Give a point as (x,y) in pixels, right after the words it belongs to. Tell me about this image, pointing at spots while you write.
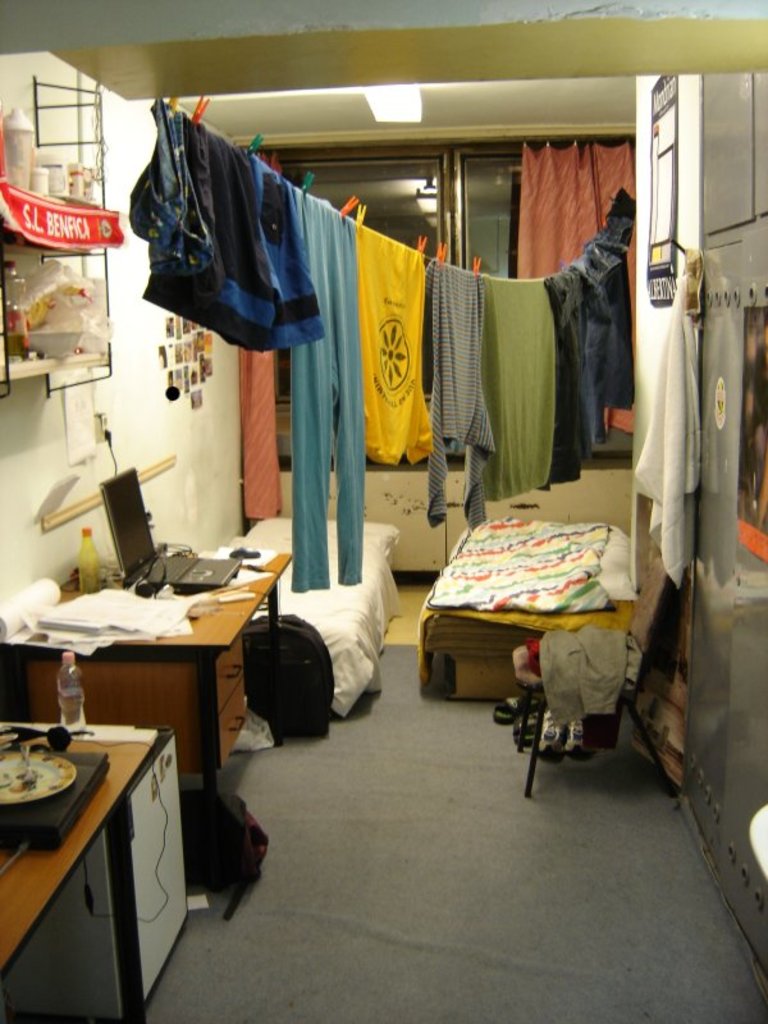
The picture contains of there are inside the room (315,635) there are so many furniture (332,629) are there and so many clothes (294,361) are there and on the table (128,667) there are some papers (116,628), laptop (135,552), bottle (85,551).
